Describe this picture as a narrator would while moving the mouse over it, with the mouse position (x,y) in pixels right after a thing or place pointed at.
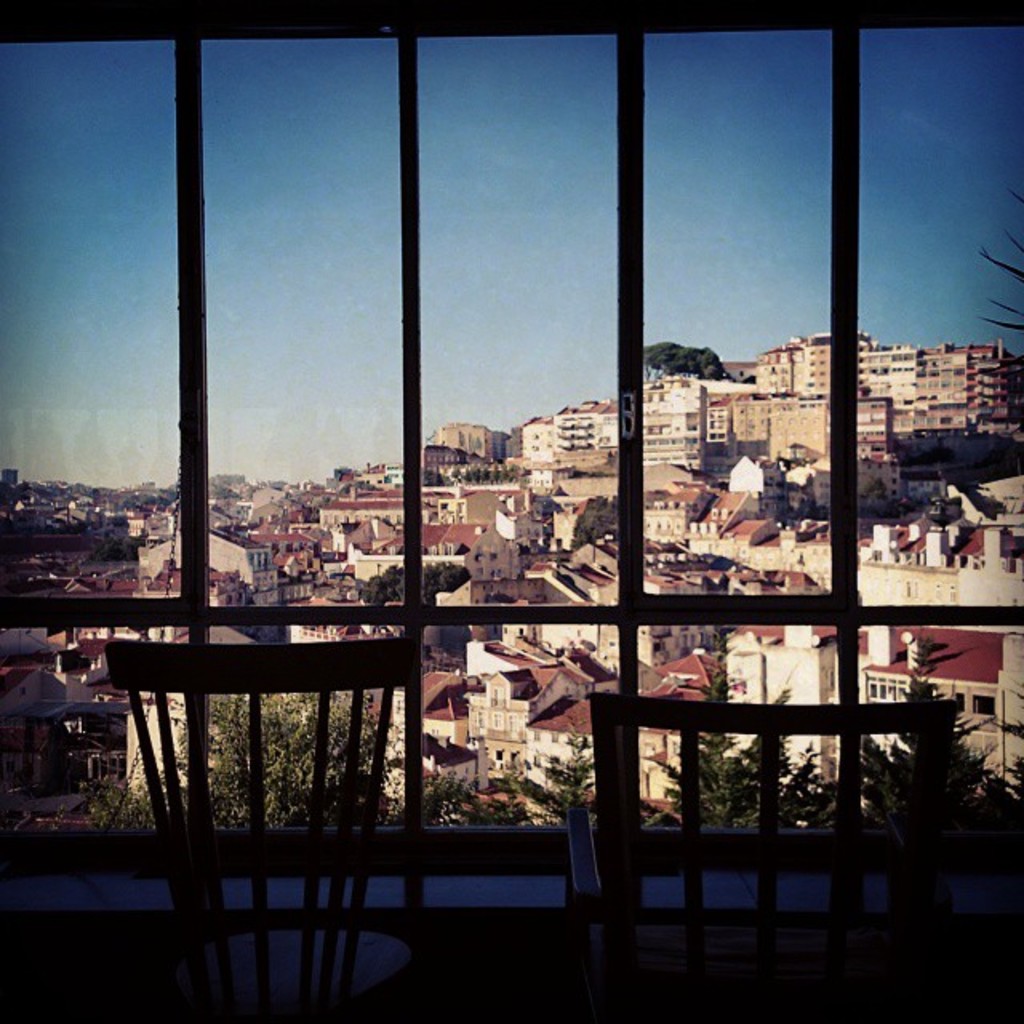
In this picture in the front (606,857) there are empty chairs (599,873) and in the center (534,638) there is a window (628,628), behind the window (621,537) there are buildings (711,496), trees (980,813) and in front of the window (954,774) there is a plant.
